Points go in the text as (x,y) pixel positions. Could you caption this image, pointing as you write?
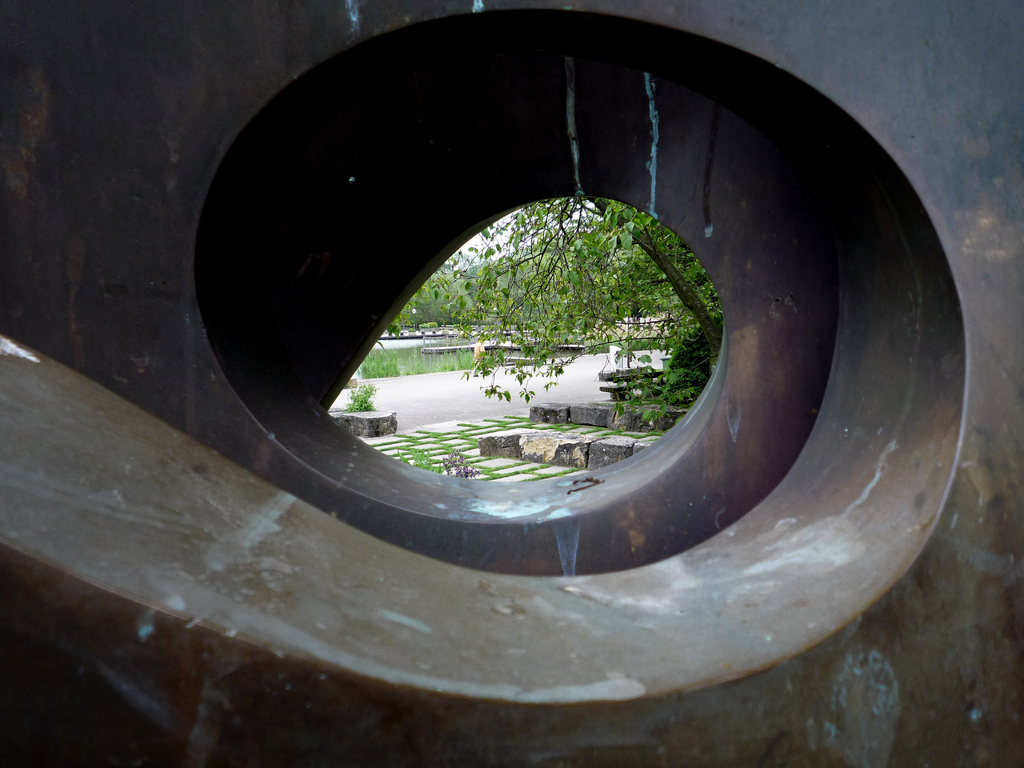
In this image we can see a metal pipe line (691,443). We can also see some plants (654,410), grass (646,432), trees (439,322) and the sky (532,221).
